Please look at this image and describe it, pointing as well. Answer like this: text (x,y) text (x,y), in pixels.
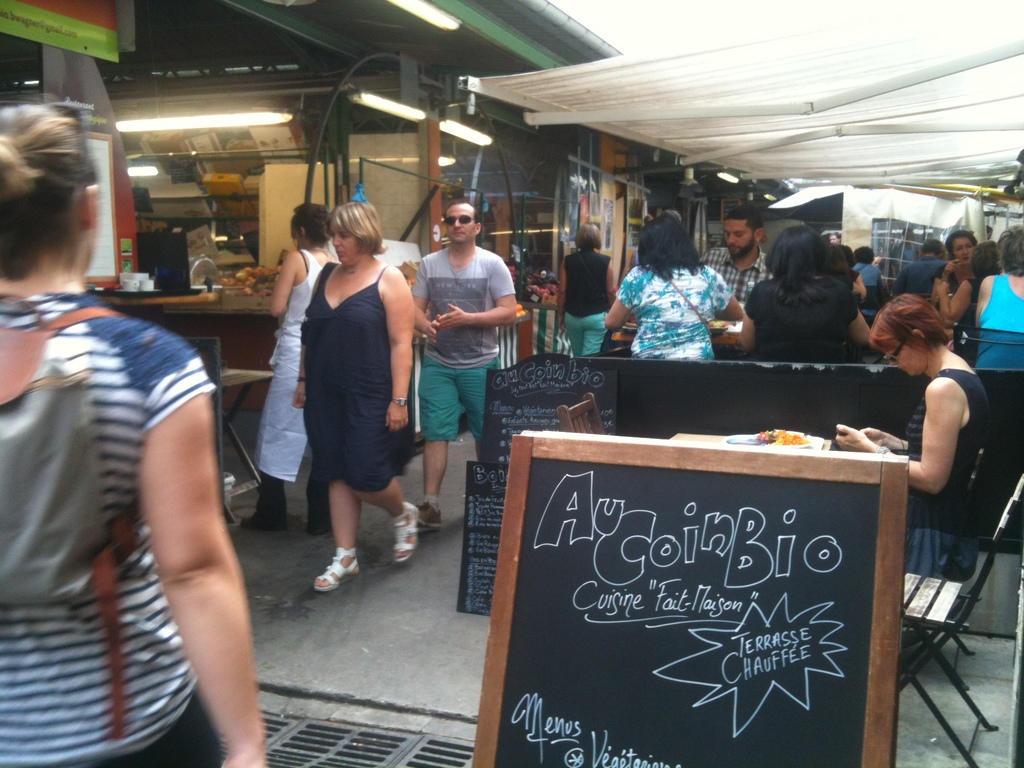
This image consists of many persons (186,482). In the front (683,691), we can see a black board (621,685) on which there is a text (609,550). On the right (984,581), there are two chairs (947,590). And a woman (920,514) is sitting in a chair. On the left (168,252), there are shops (538,180). At the top (908,67), there is a roof (893,93) in white color. At the bottom (328,663), there is a road (381,608).
